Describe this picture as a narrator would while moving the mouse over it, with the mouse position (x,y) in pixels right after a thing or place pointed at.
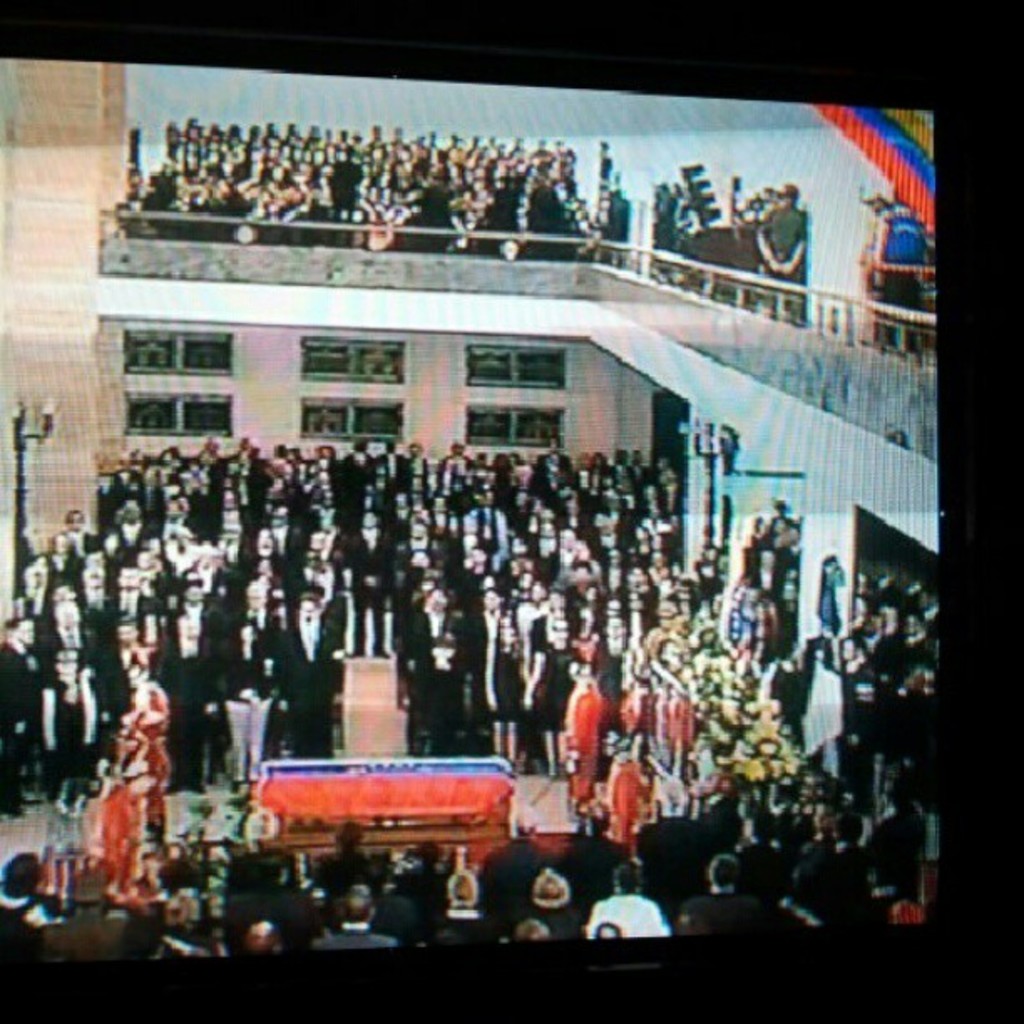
In the image in the center (555,527) we can see a group of people (455,627) were standing and few people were in red color costume (650,724). And we can see tablecloth (437,784), flowers (729,715) and poles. In the background (506,123) there is a building (809,367), wall (27,312), fence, group of people (408,178) were standing and holding some objects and few other objects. And we can see black color border (243,21) on top (794,3), bottom and right side (1008,617).
